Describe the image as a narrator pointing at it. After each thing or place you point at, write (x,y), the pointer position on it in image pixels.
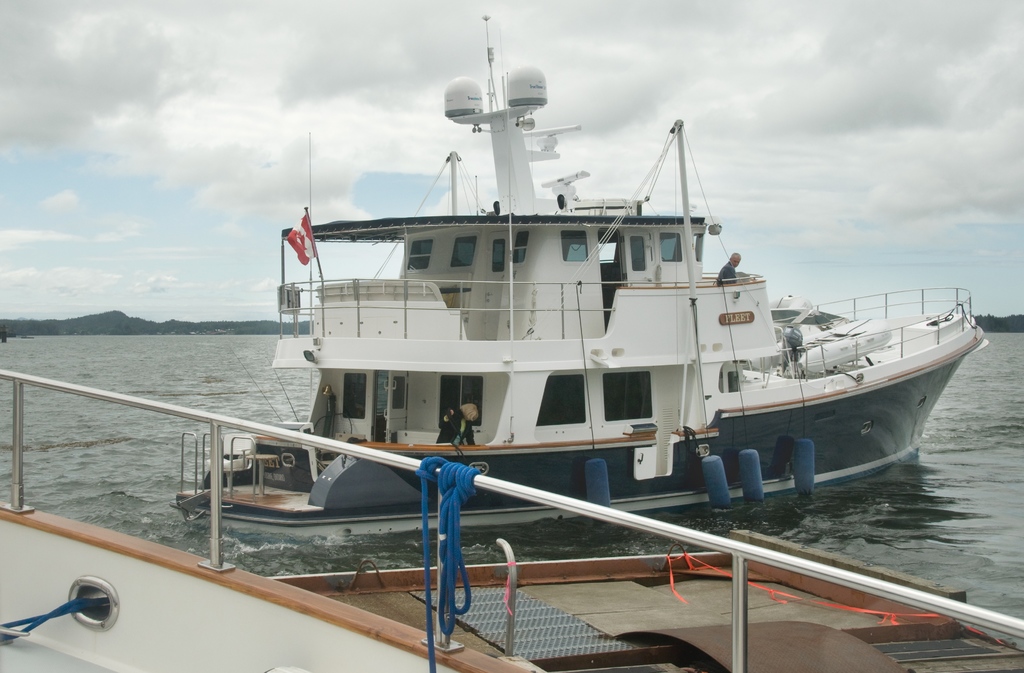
In this image we can see a ship (688,386) in a large water body (934,434). We can also see the flag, ropes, poles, barriers (390,309) and some people (459,442) standing inside it. On the bottom of the image (906,613) we can see some metal poles (499,540), ribbon (504,599) and the ropes (470,491). On the backside (151,310) we can see the hills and the sky (153,202) which looks cloudy.
